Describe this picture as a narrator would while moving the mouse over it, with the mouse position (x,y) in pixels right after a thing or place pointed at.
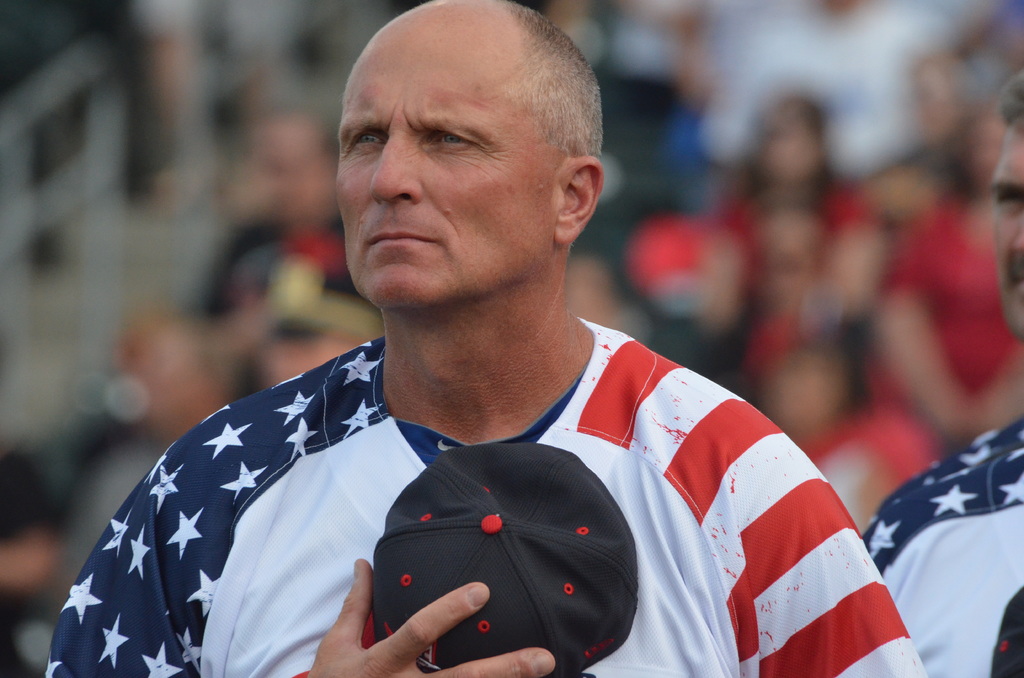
Here I can see two men (661,500) wearing t-shirts (577,419) and looking at the left side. One man (410,164) is holding a cap (575,571) in the hand (468,608). In the background (306,167), I can see a crowd of people (683,169). This picture is blurred in the background (666,156).
